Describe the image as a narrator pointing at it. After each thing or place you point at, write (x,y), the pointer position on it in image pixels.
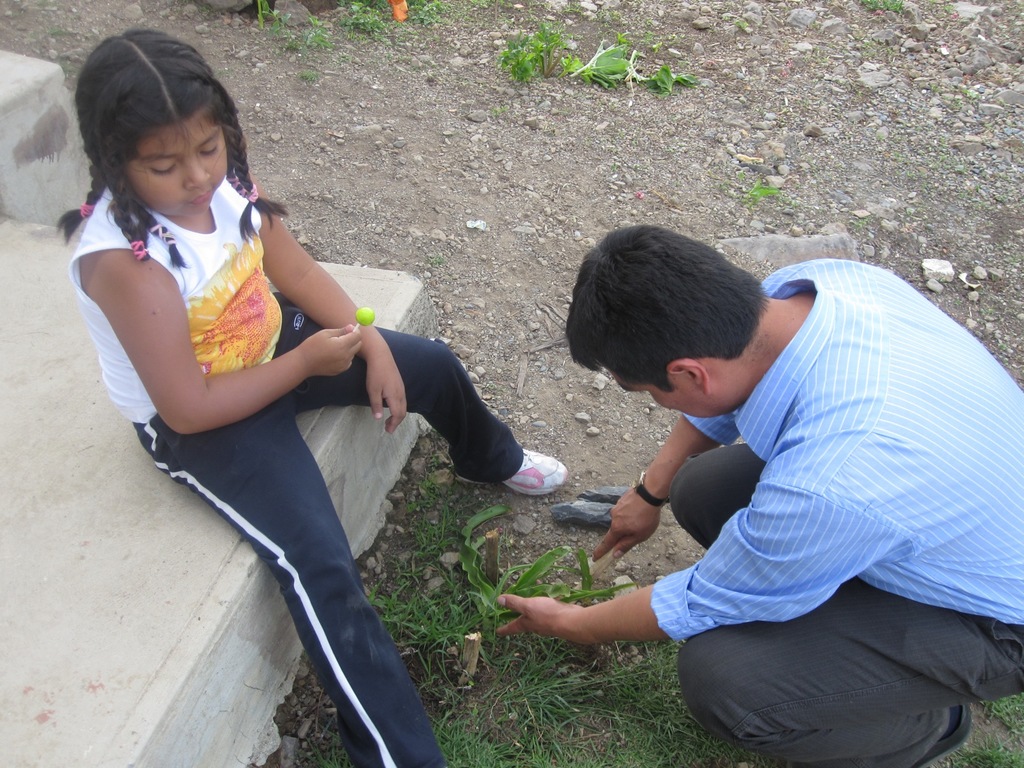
In the picture I can see a person (678,629) wearing the blue color shirt (803,471) is in the squat position and we can see a child (252,289) wearing white color T-shirt (202,297), pant (300,452) and shoes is holding a lollipop (368,312) and sitting on the surface (244,557). Here we can see grass (445,621) and stones (551,203) on the ground (680,203).
